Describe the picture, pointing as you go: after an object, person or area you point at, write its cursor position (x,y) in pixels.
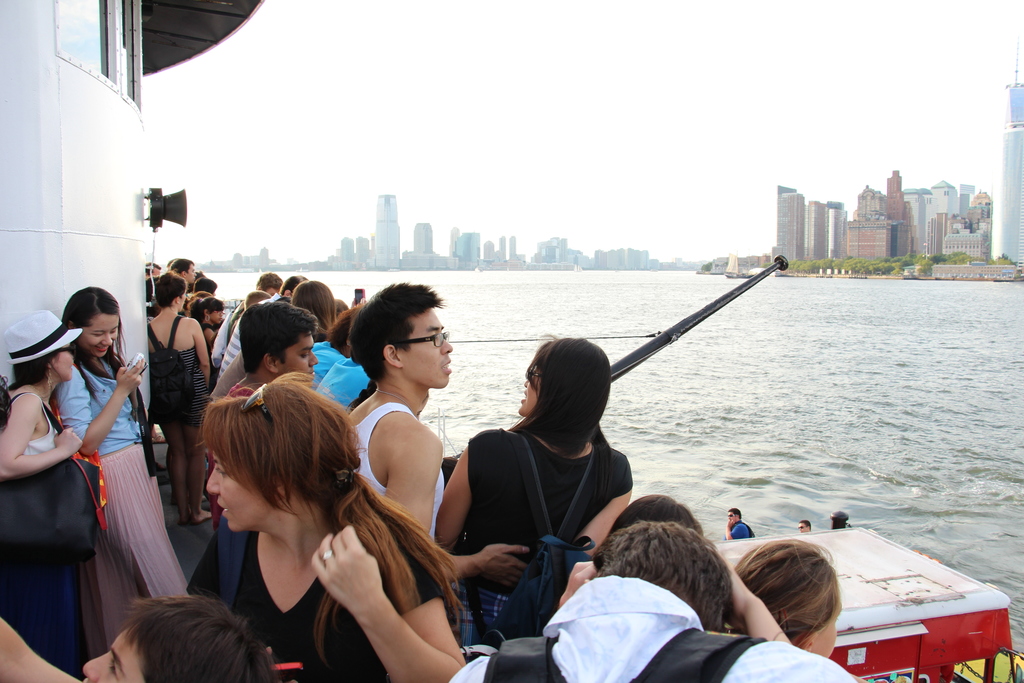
In this picture I can see many people (107,367) who are standing on the boat (878,568). In the background (983,270) I can see the skyscrapers (959,209), buildings (936,248) and trees (863,271). At the top (556,58) I can see the sky (533,46). On the right (802,446) I can see the water (684,446). In the bottom right (735,512) there are three persons (750,532) who are standing on the boat (867,548).
